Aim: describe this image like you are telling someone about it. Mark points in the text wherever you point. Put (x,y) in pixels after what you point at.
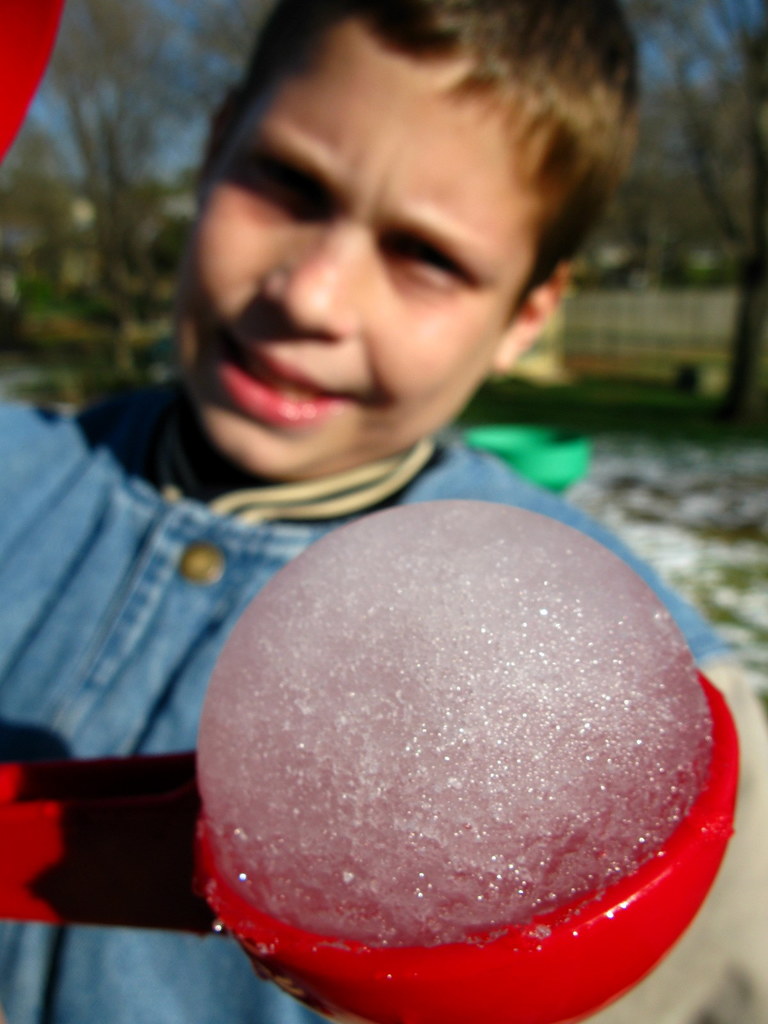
In the center of the image (270,421) there is a person (218,629) holding a object (494,791). In the background (651,205) we can see trees (662,214) and buildings (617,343).
